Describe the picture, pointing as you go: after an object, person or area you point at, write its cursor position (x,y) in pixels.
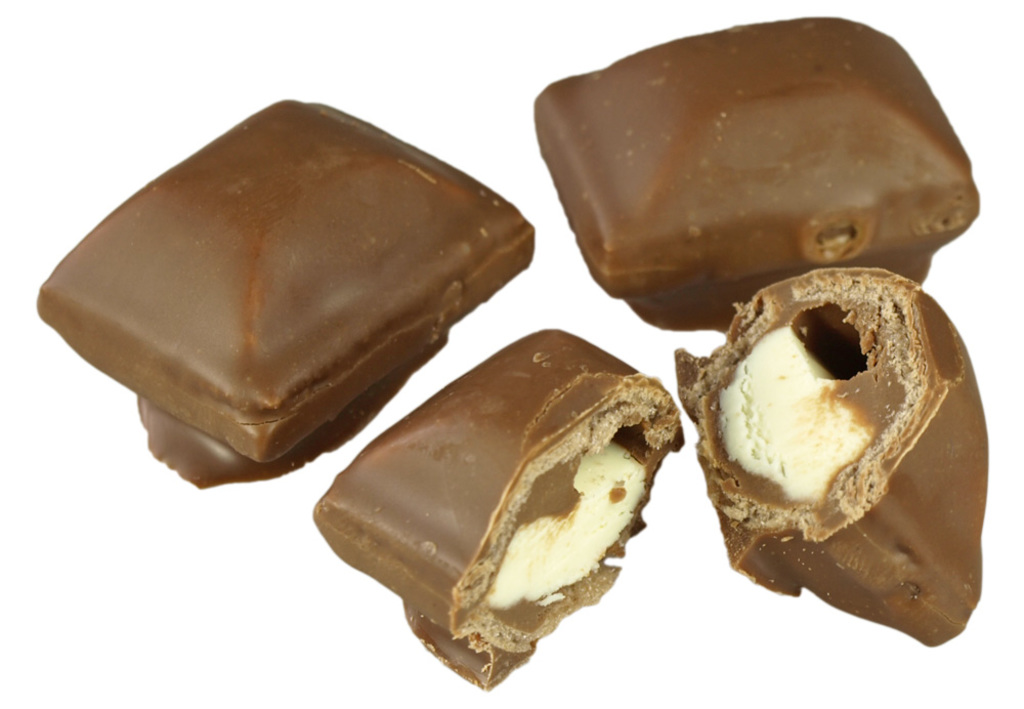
In this picture we can see chocolate pieces (623,515).
